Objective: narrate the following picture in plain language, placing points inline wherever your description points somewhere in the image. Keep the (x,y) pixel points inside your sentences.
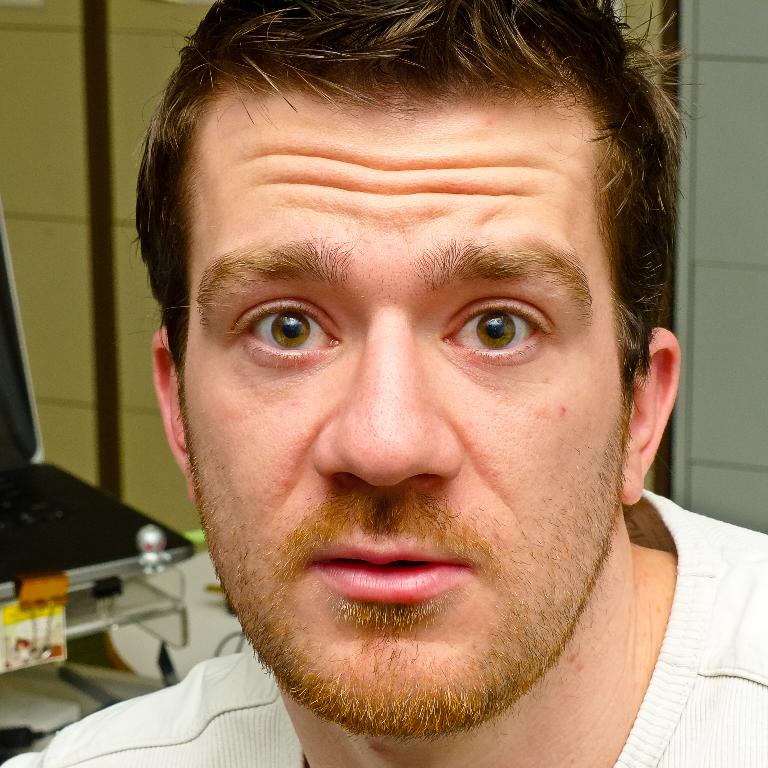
In this image I can see a person (319,694) wearing a white color t-shirt (696,703) and I can see a laptop (38,433) on the left side (11,432).
